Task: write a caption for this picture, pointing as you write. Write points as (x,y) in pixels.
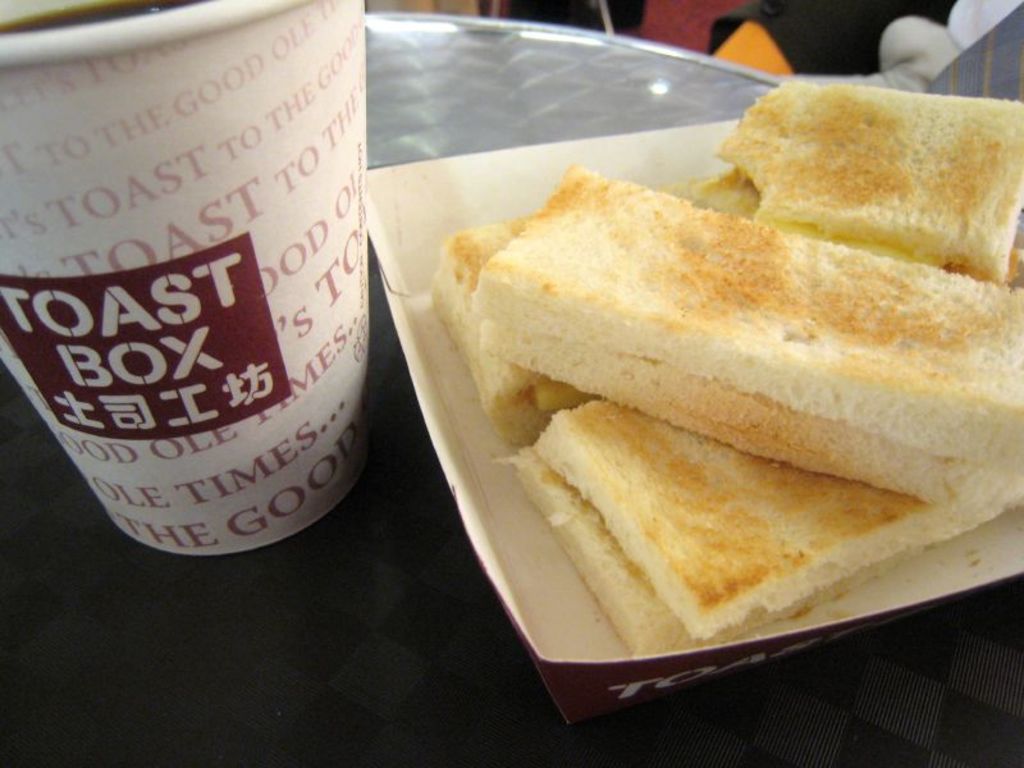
In this image I can see a table (437,596) and on it I can see a paper glass (52,417), a paper box (372,236) and few sandwiches (664,257). On the left side of the image (63,323) I can see something is written on the glass (123,399) and on the top side of the image (620,1) I can see few things (778,36).
